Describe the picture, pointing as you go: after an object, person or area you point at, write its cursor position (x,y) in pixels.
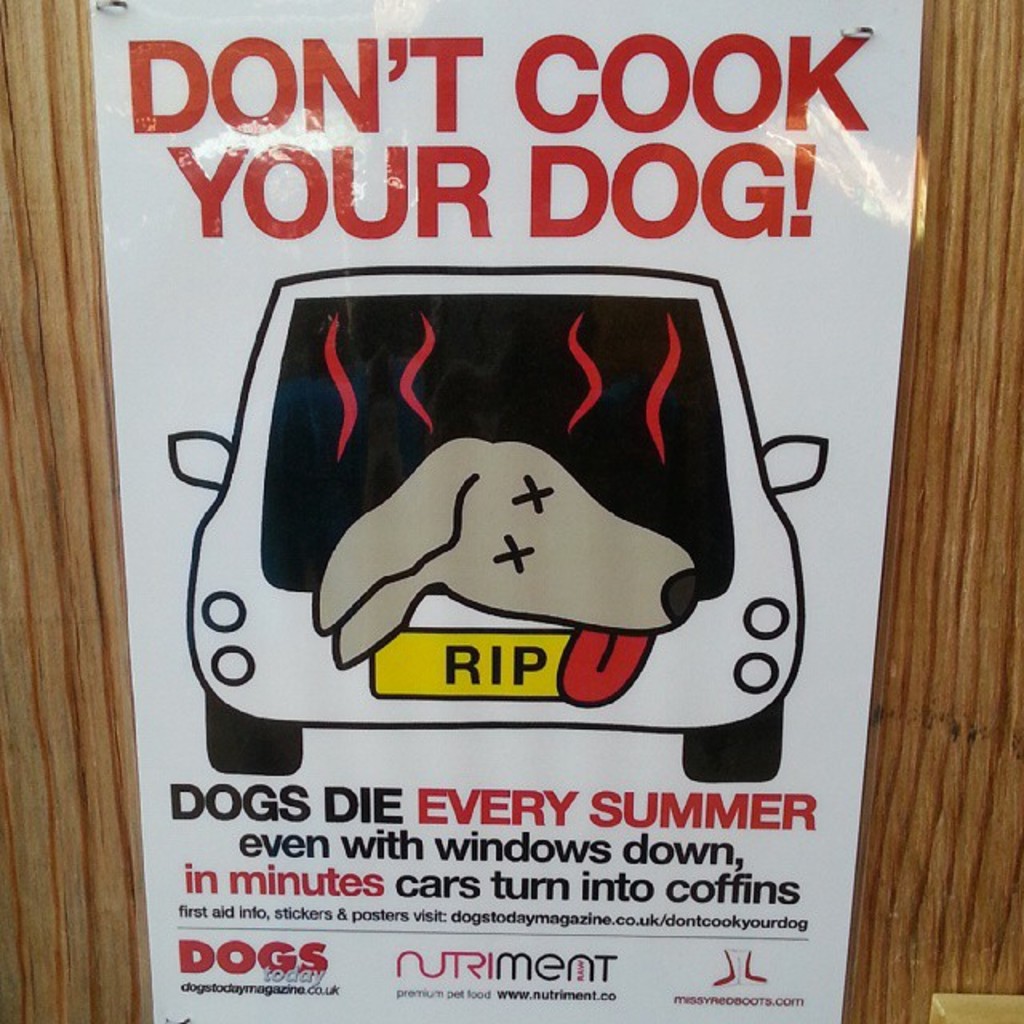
In the center of the image (608,374) we can see a poster (216,507) placed on the wall (948,798).
